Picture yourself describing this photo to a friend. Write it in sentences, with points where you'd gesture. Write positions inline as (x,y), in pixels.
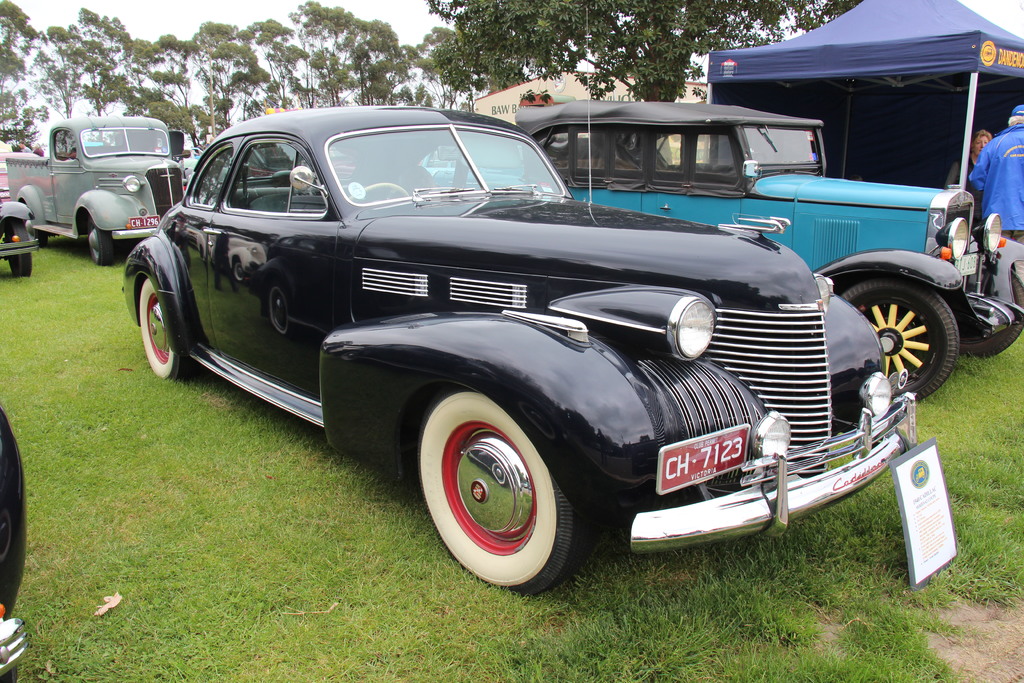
In this picture there is a black car (265,230) which is parked near to the blue color car (1013,260). Behind that I can see a grey color truck (36,187) and other vehicles (5,213). On the right (988,176) there is a man (1022,201) who is wearing a blue jacket (1022,180), cap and trouser (1014,237). Beside him there is a woman (973,159) who is standing under the tent (970,129). In the background (367,57) I can see the shed (699,98) and many trees (397,42). At the top (383,6) I can see the sky (231,0). At the bottom (366,639) I can see the grass (419,643).
